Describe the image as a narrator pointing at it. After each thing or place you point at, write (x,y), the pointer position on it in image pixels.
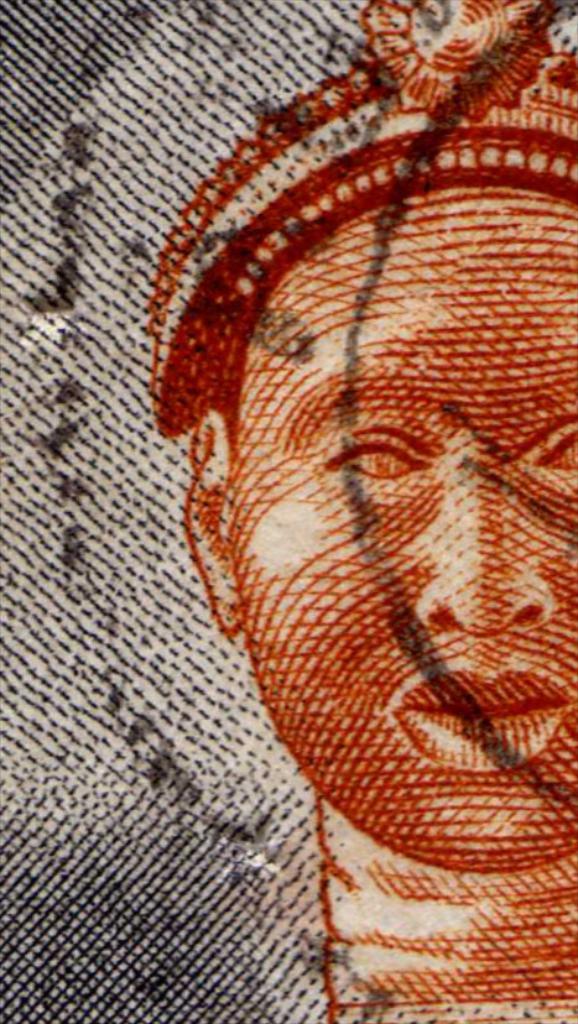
This is a painting, in this painting we can see a person (544,891).
